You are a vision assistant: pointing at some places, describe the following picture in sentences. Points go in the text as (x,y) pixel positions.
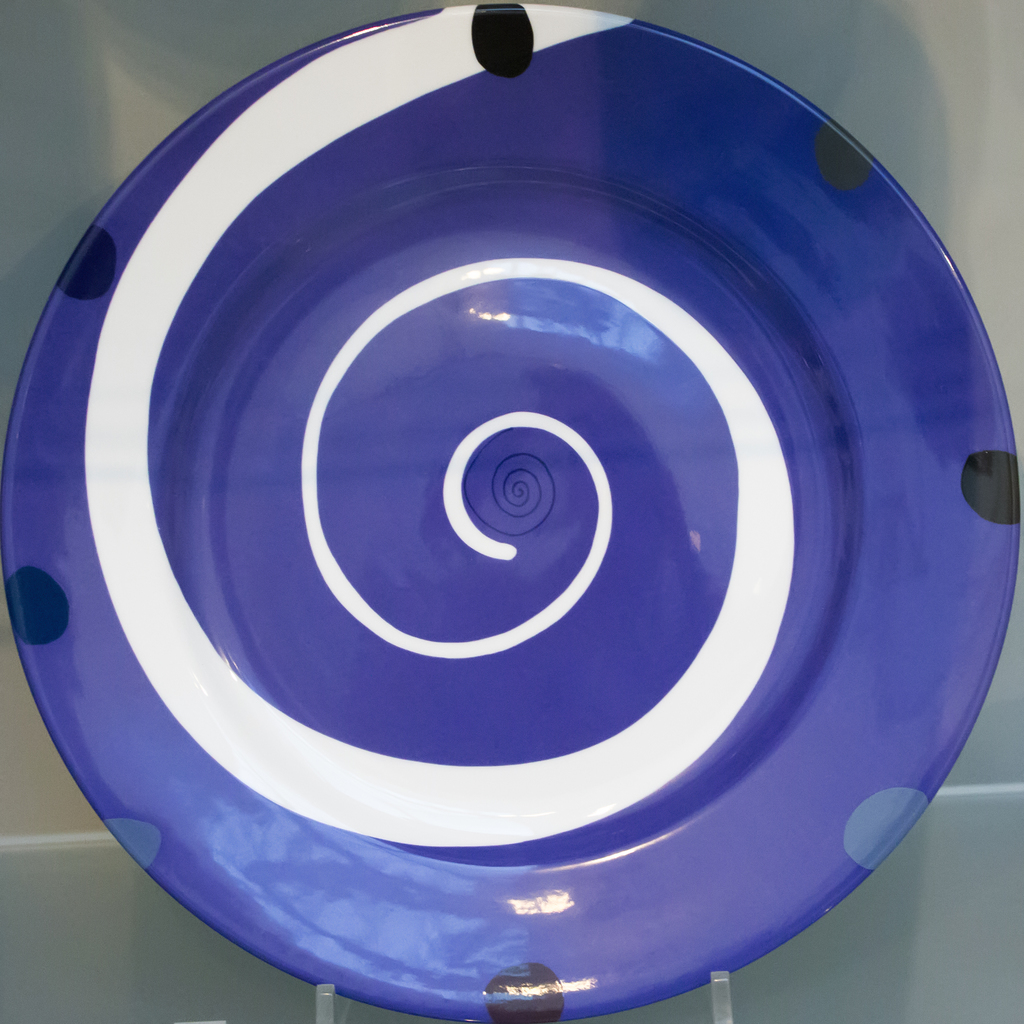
In this image there is a plate (419,551) on a stand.
